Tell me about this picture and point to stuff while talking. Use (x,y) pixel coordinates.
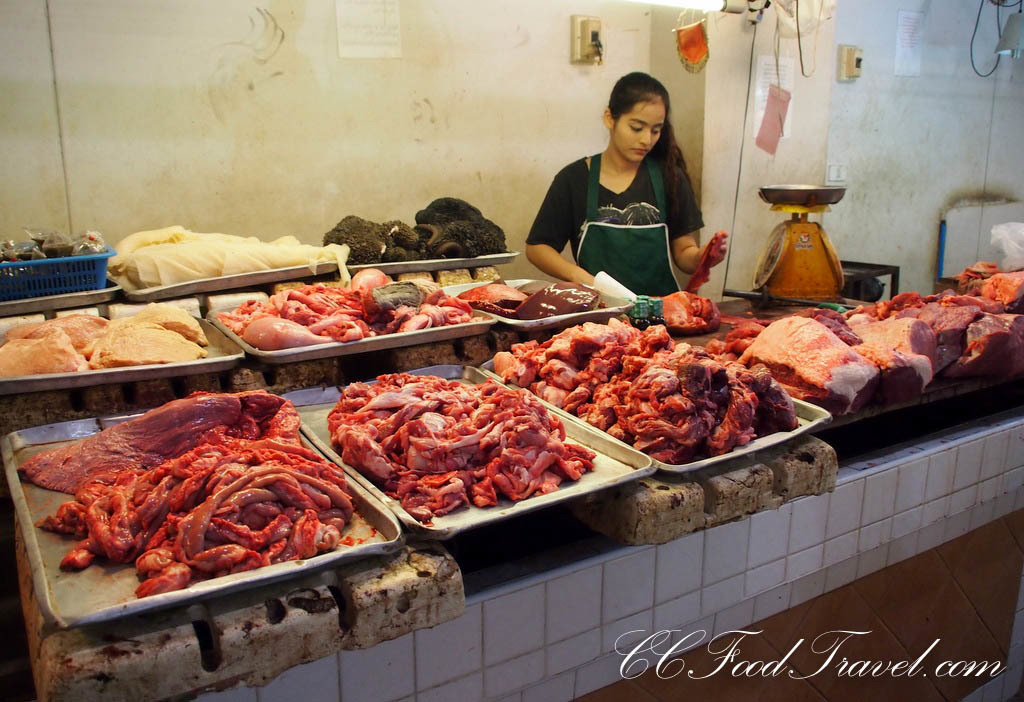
In this image we can see one woman (643,261) standing and holding some meat (703,259). There are some big plates (386,518) with full of meat (122,447) on the surface (125,632) of the counter (608,547), some wires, some objects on the two plates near the wall (940,55), three posters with text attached to the wall (944,68), some objects (1003,34) attached to the wall (741,67), some text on the bottom right side (826,657) corner of the image, some objects (45,247) in the blue basket (74,282) and some objects (865,277) on the counter (725,313).
